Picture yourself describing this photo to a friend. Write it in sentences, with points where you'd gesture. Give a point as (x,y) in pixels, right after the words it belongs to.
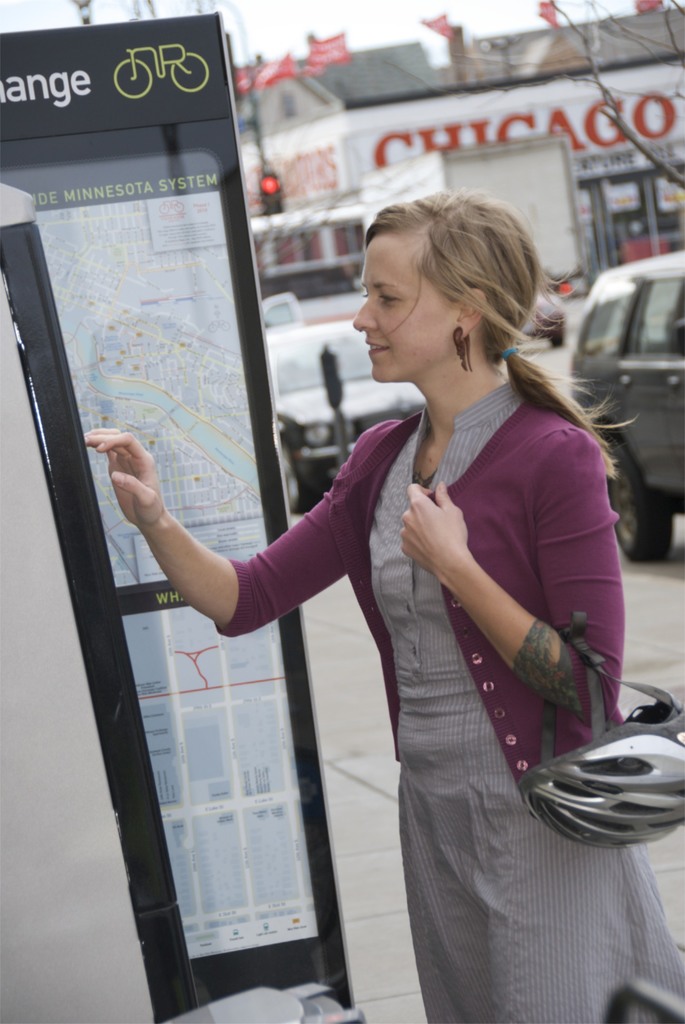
In this image there is a girl (428,627) in the middle (413,585) who is holding the helmet (604,784) with one hand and looking at the map (138,389) which is in front of her. In the background (595,317) there are cars (653,387) on the road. Behind them there is a traffic signal light (277,195). In the background (430,141) there is a building (449,91) on which there are flags (333,56).
